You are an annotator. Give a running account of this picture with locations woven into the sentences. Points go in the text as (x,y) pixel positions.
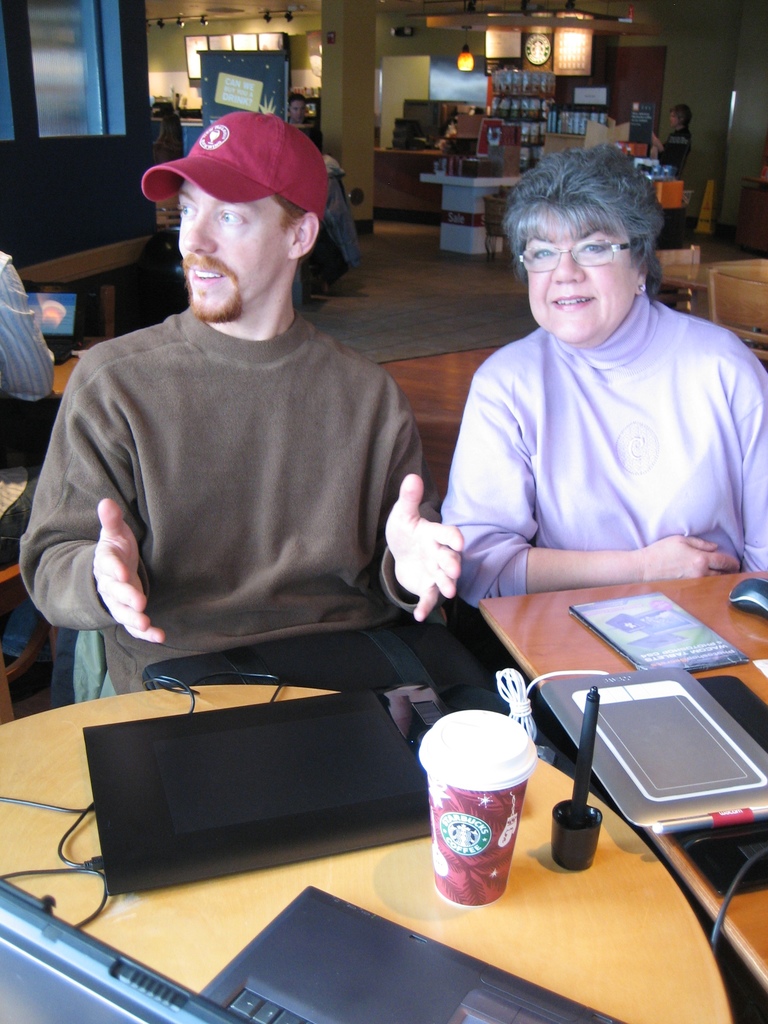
On the background (353,128) we can see pillar (359,108), bottles (551,121), television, lights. we can see one person (666,142). We can see a women (572,378) and a man (408,441) sitting on chairs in front of a table (536,809) and on the table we can see glass (439,855), laptops (116,989), book (666,645), mouse (755,590). This is a floor (407,299).
